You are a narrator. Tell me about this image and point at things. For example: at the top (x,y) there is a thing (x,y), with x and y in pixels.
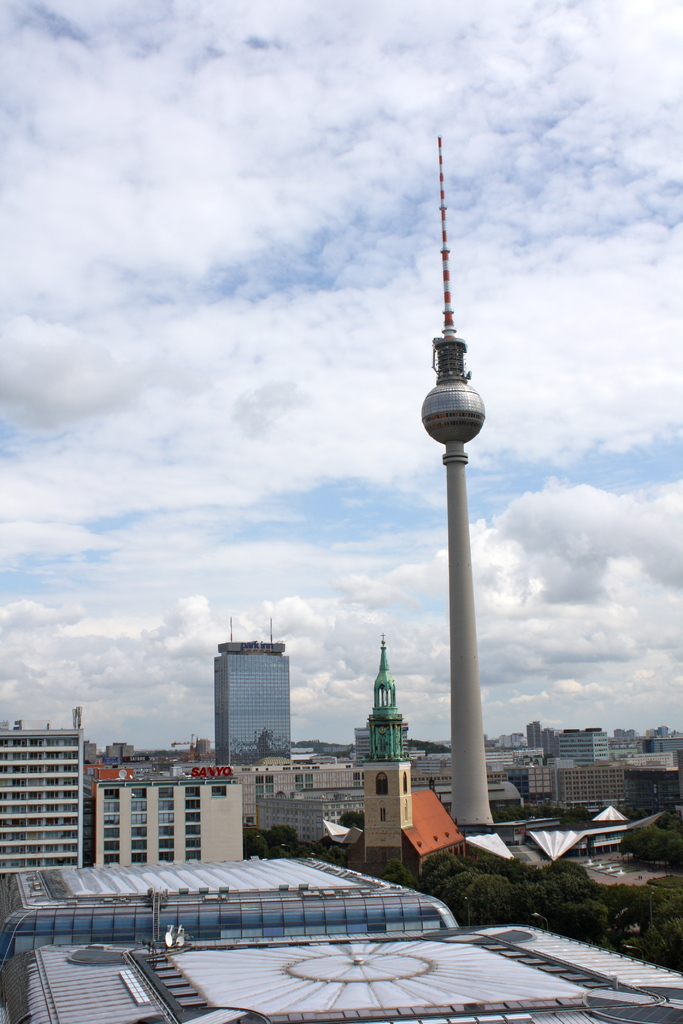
In the picture we can see some buildings (309,903) and tower buildings (386,799) and we can also see a pole construction (440,389) and behind it also we can see full of buildings (514,767) and sky (402,708) with clouds (259,364).
